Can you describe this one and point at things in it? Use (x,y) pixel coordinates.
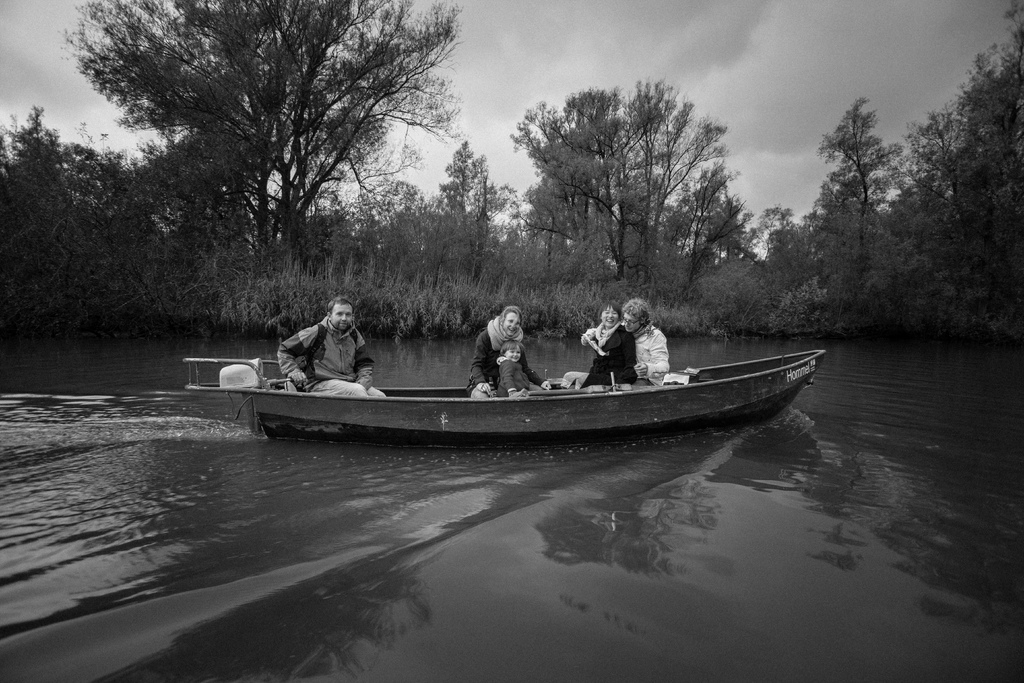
In this image in the middle (530,427) there is a boat (529,421) on that there are some people (524,390), on the left (331,334) there is a man (338,350), he wears a jacket (340,366), trouser (345,395). In the middle (492,336) there is a woman (497,367), she wears a jacket (491,352), in front of her there is a child (508,375). On the right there are two people (658,366). At the bottom (311,507) there are waves (316,518), water (337,528). In the background (426,257) there are trees (659,248), plants (600,291), sky (628,83) and clouds (589,74).
